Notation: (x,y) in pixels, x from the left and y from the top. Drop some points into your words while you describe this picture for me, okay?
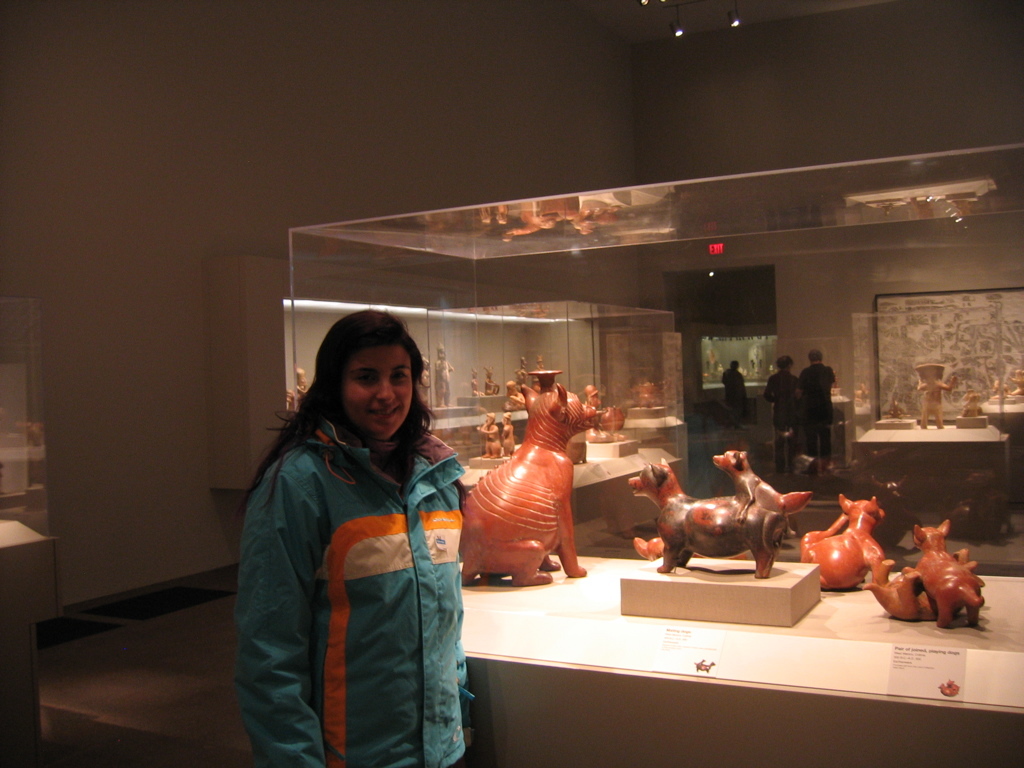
This image is taken in a museum (293,352). In this image there is a woman (386,543) beside the table (763,625) with toys (565,558). In the background (726,398) there are three persons (737,401) visible. There is a plain wall (133,314).
